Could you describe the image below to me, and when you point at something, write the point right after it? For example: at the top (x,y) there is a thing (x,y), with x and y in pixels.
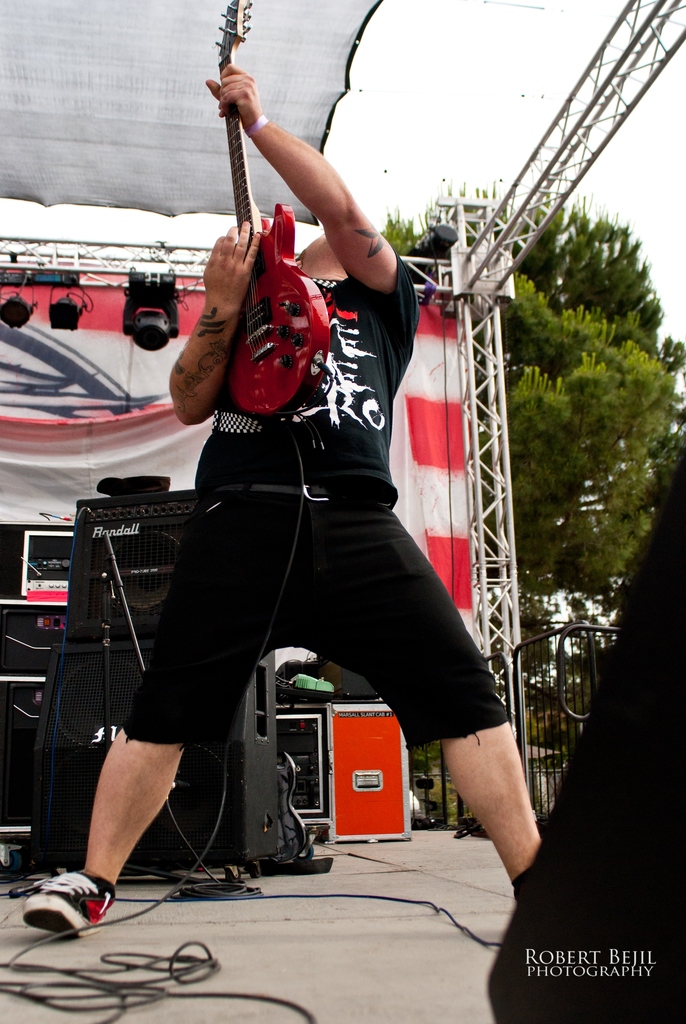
In this image we can see a man (279,515) is standing. He is wearing black color t-shirt (338,386) and shorts (311,577). And playing guitar (287,310). Behind him sound boxes (87,697), lights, curtain (160,420) and metal stand (503,254) is there. Left bottom of the image (133,964) wire (88,971) is present on the floor (296,994). Right bottom of the image (519,979) one object (553,974) is there and watermark (602,969) is there. Background of the image (585,386) trees (595,436) are there. At the top of the image (333,87) shelter (318,53) is there.
